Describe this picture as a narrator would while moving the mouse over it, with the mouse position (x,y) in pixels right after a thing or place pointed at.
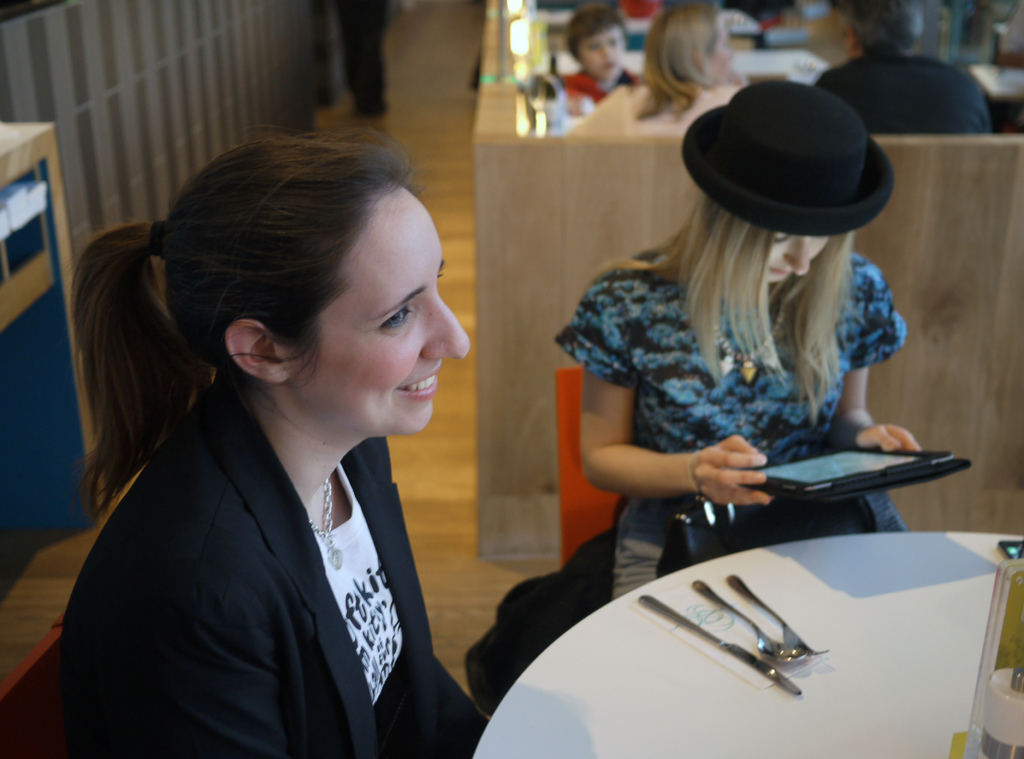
In this image I can see a woman (332,602) wearing white t shirt (362,590) and black blazer (206,620) and another woman (637,437) wearing blue and black dress (696,416) and black hat (733,140) are sitting on chairs (589,500) which are orange in color in front of a white colored table (635,708). I can see an electronic gadget (806,482) in her hand (727,451). On the table (885,656) I can see few spoons (747,628) and few other objects (998,699). In the background (568,81) I can see few other persons (583,52) sitting, a brown colored wall (598,177) and the brown colored floor (440,168).
